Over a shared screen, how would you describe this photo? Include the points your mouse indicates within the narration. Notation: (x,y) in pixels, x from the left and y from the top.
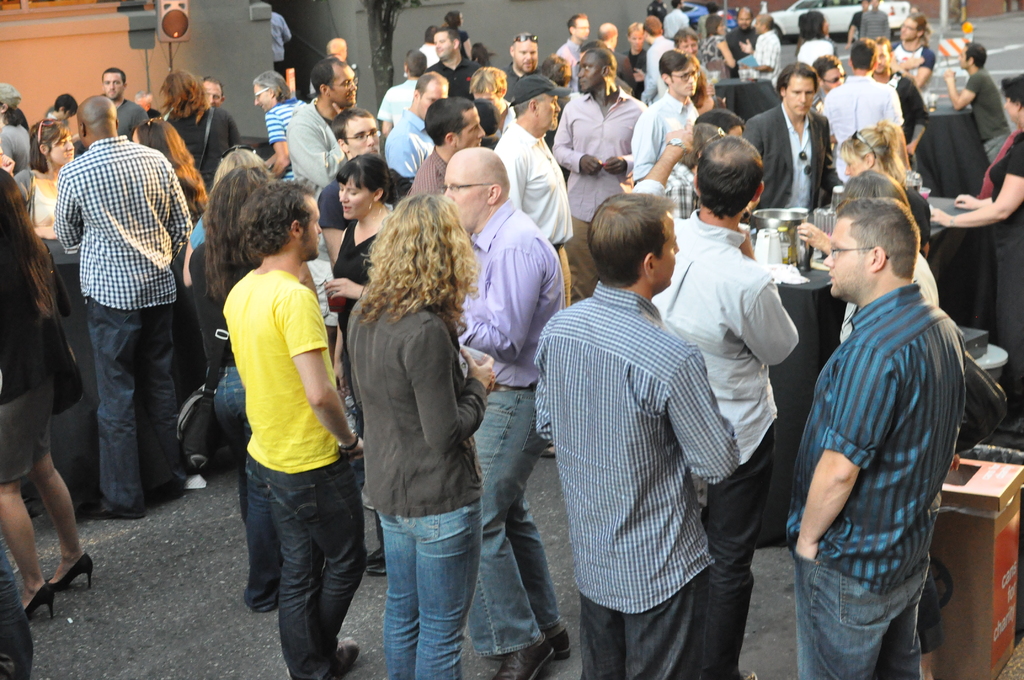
In this picture we can see a group of people (322,489), vehicles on the road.
